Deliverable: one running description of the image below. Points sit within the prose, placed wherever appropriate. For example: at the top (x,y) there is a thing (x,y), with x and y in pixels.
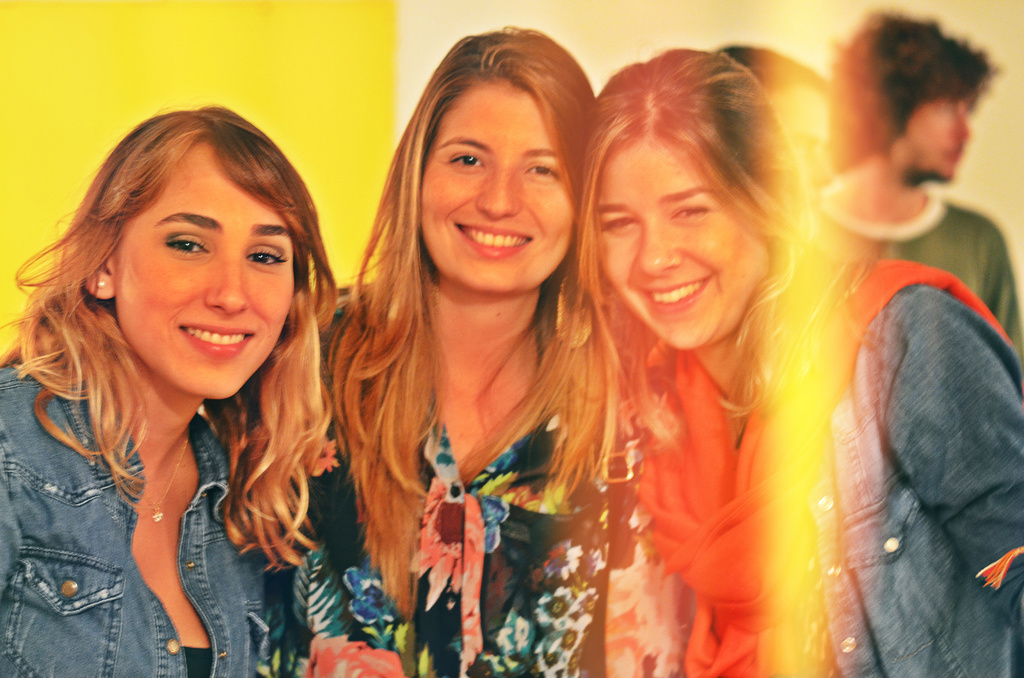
There are three women (666,354) standing and smiling. This looks like an edited image. In the background (865,162), I can see two people (898,100) standing. I think this is the wall (157,84), which is yellow in color.
